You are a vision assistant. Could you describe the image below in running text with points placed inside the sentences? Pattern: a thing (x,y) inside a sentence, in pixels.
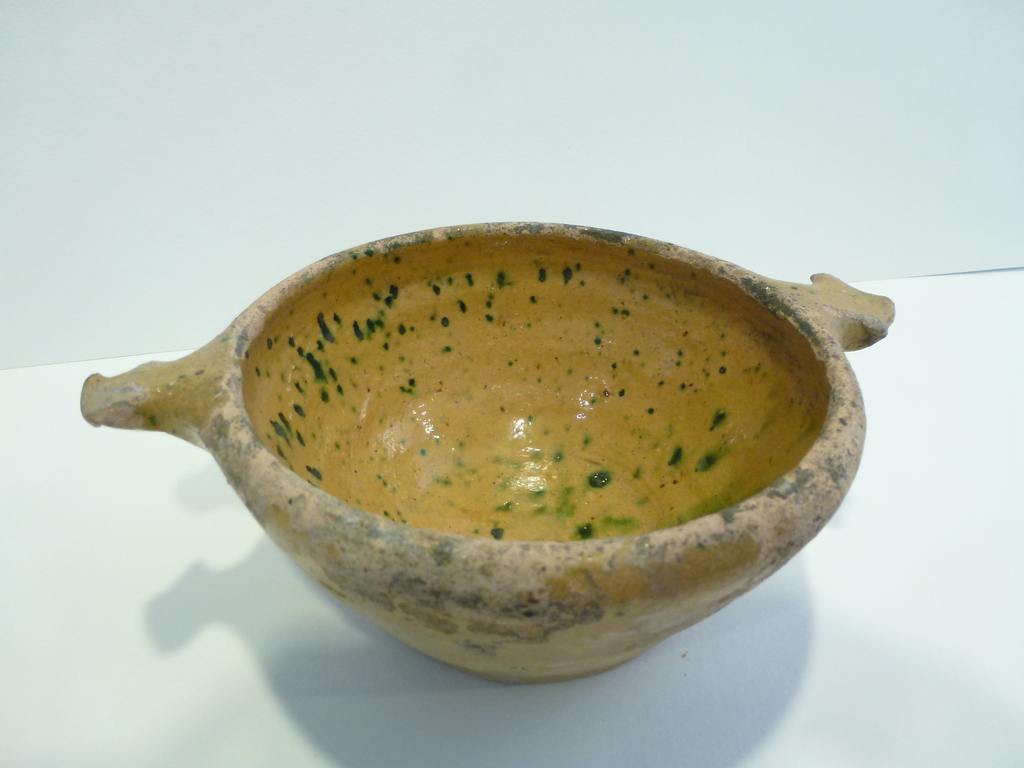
In this picture we can see a bowl (447,429).
